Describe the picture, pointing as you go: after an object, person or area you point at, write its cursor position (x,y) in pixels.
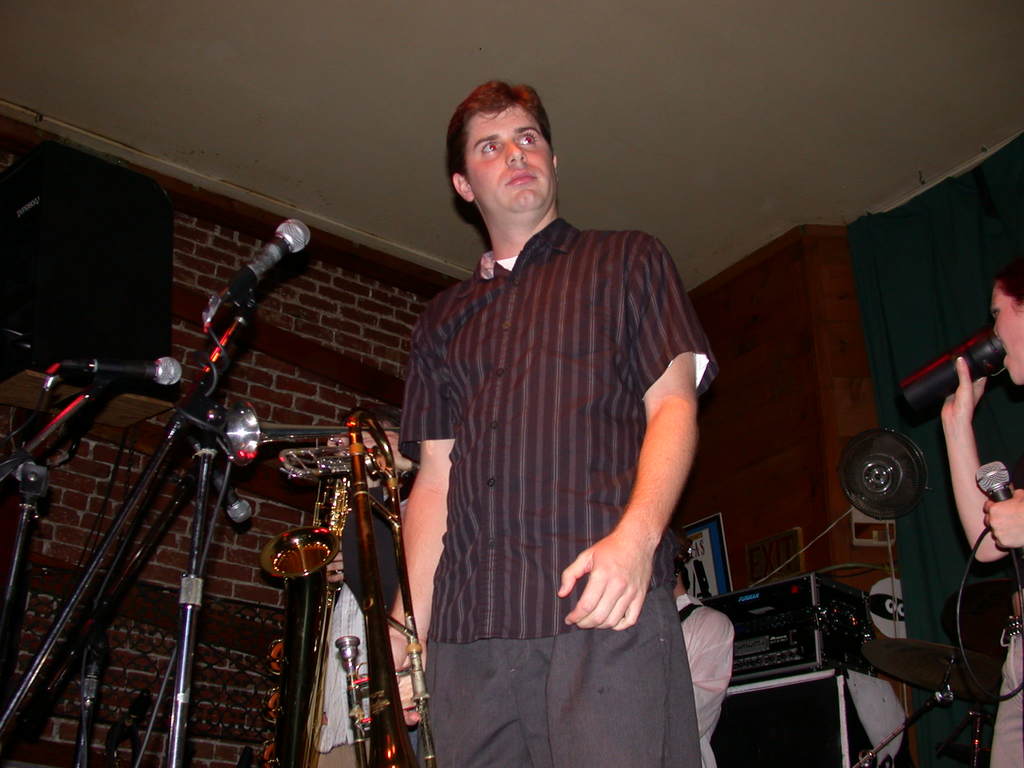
In this image in the center (510,343) there is one person (543,401) standing, and there are some mike's (94,571). And on the right side (950,470) there is one person (950,470) who is holding a mike (937,388), and singing And in the background (830,642) there are some people (361,653) and some musical instruments (937,666), wall (179,394) and picture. At the top (441,164) there is ceiling (871,164).
